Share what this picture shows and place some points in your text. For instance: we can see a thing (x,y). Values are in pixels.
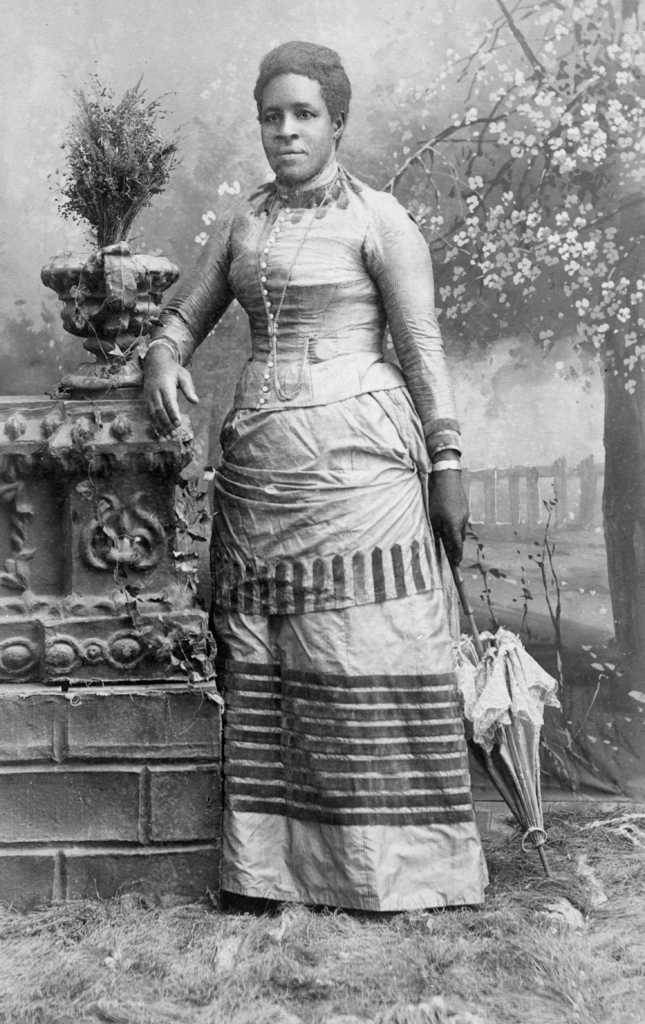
In the picture we can see a black and white photograph of a woman (358,782) standing and holding a umbrella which is closed and one hand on the wall (165,626) near the house plant (126,119) and behind her we can see some plants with flowers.
